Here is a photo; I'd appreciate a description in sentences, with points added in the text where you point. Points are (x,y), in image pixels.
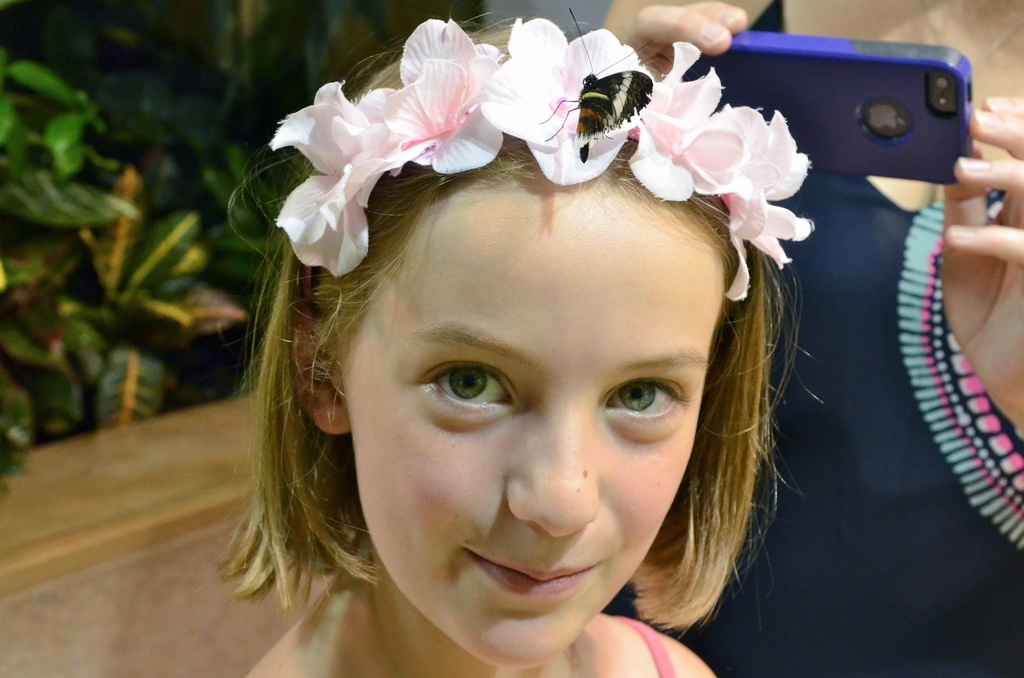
In the foreground of the picture (476,260) there is a girl (463,316), on her head (516,146) there are flowers (696,132) and a butterfly (610,120). On the right (891,532) there is a person (1009,54) holding mobile (876,107). On the left (126,260) there are plants (173,173).
